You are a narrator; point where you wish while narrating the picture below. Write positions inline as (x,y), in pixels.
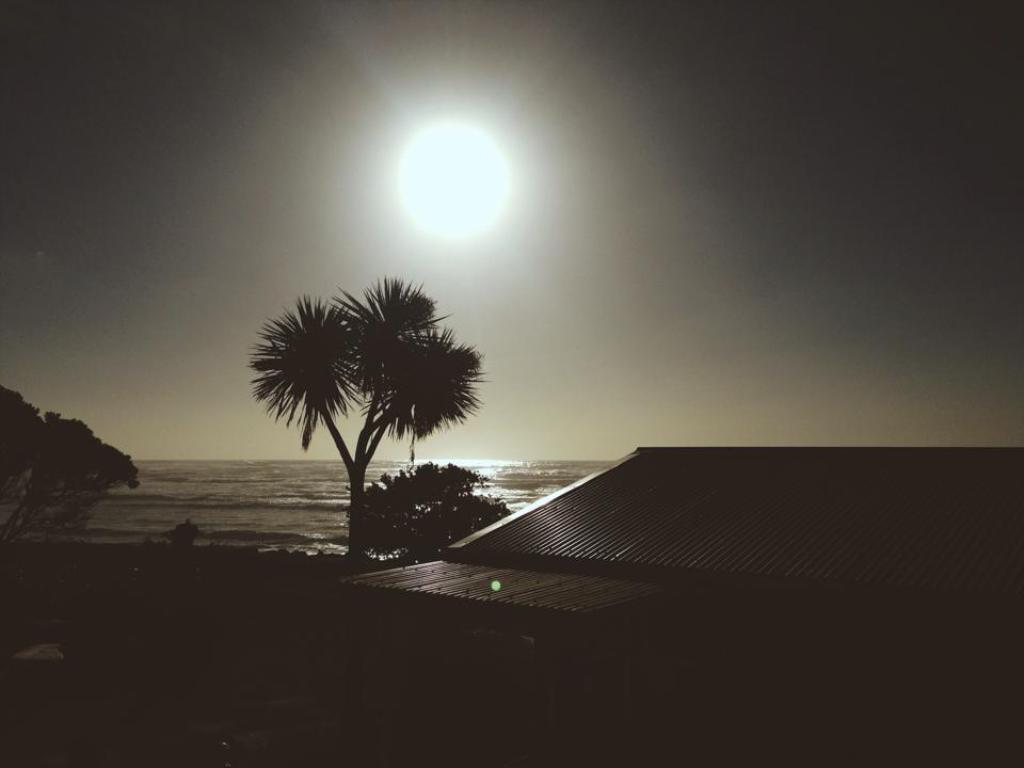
On the right side (788,503) there is a building (642,612). There are trees (458,482). In the back (512,459) there is water (255,497) and sky (353,193) with sun (412,173).
